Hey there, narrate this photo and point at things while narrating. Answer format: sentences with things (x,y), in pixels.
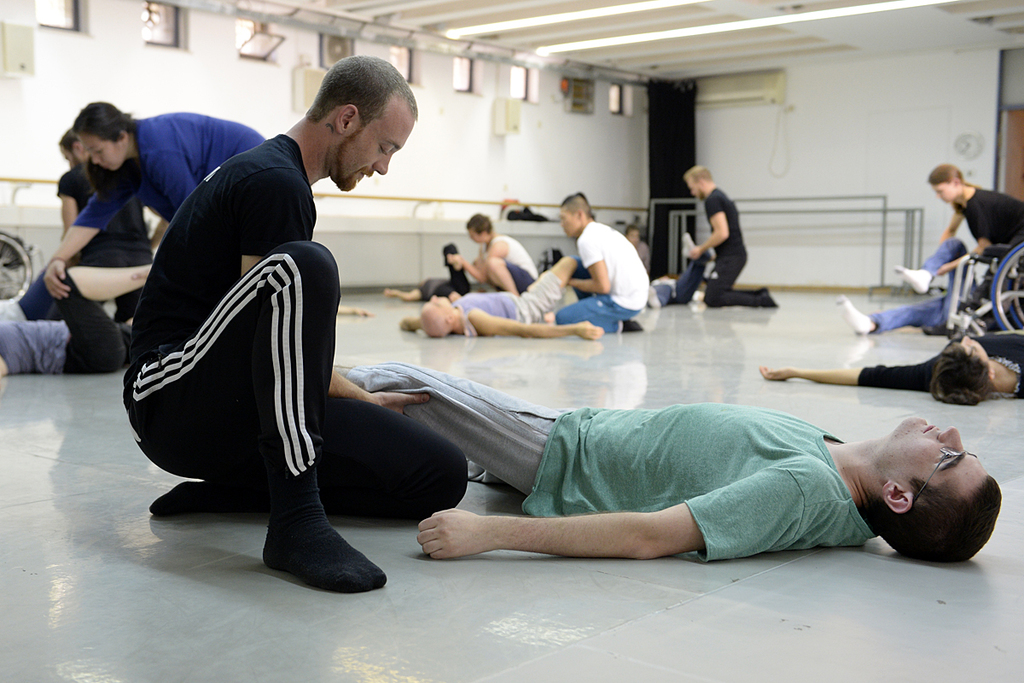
There are many people (94,282) lying on the floor (742,365). And some people (290,283) are doing physiotherapy for this people (885,370). In the back (182,86) there's a wall (586,168) with ventilation (420,42).
